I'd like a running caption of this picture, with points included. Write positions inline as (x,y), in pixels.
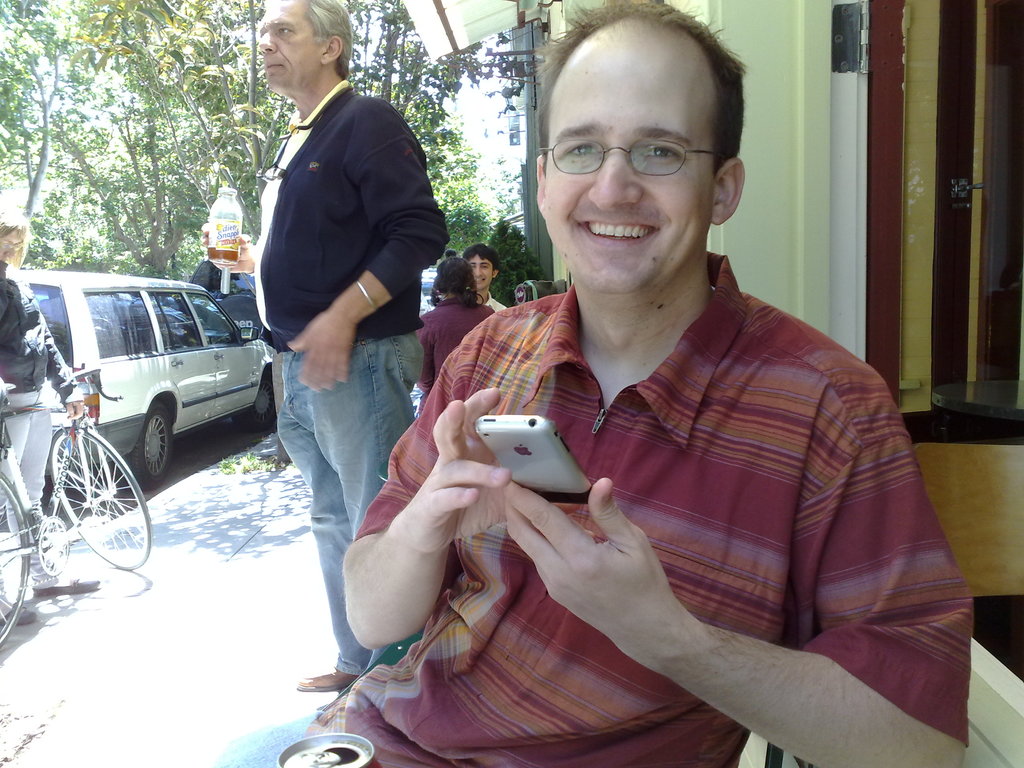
In this image we can see a man (533,392) wearing red color shirt (545,681) is holding a mobile phone (524,460) in his hands (532,514) and sitting. In the background (372,284) we can see a man (268,232) standing and holding a bottle (231,215) in his hands (244,268). This is the car (93,358), bicycle (57,483) and trees (253,235) in the background (117,455).
